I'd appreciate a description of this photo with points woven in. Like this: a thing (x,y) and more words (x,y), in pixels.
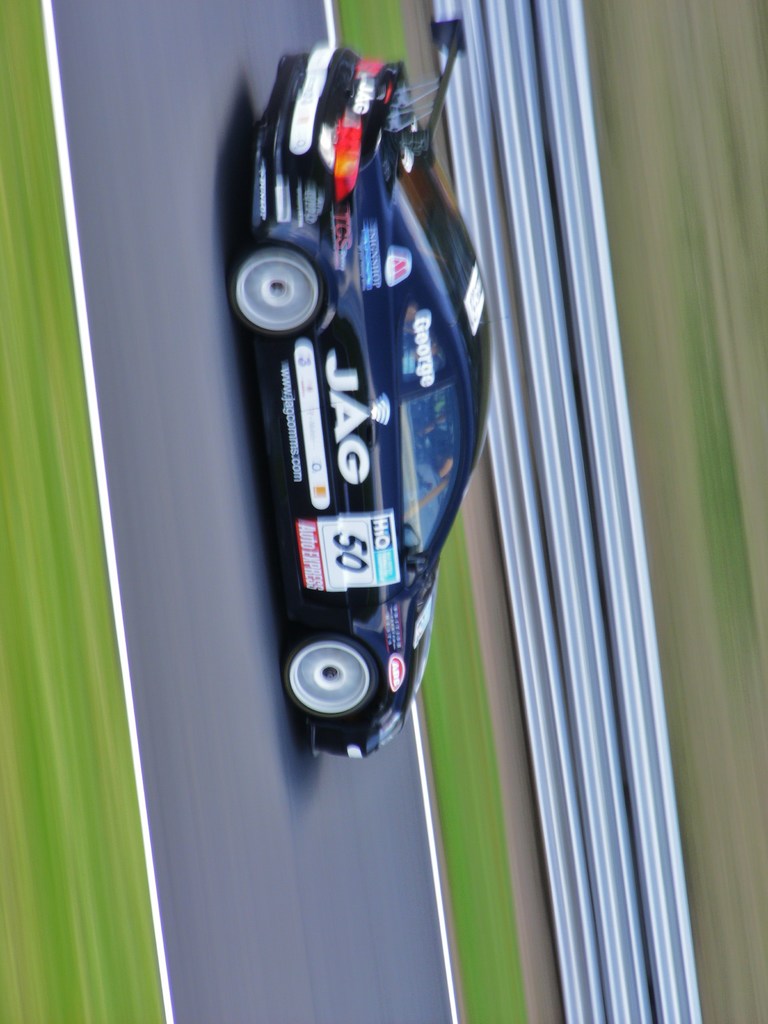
In the center of the image (350,510), we can see a car (397,319) and there is a fence (564,458). At the bottom (252,733), there is road (244,733) and ground (694,728).
